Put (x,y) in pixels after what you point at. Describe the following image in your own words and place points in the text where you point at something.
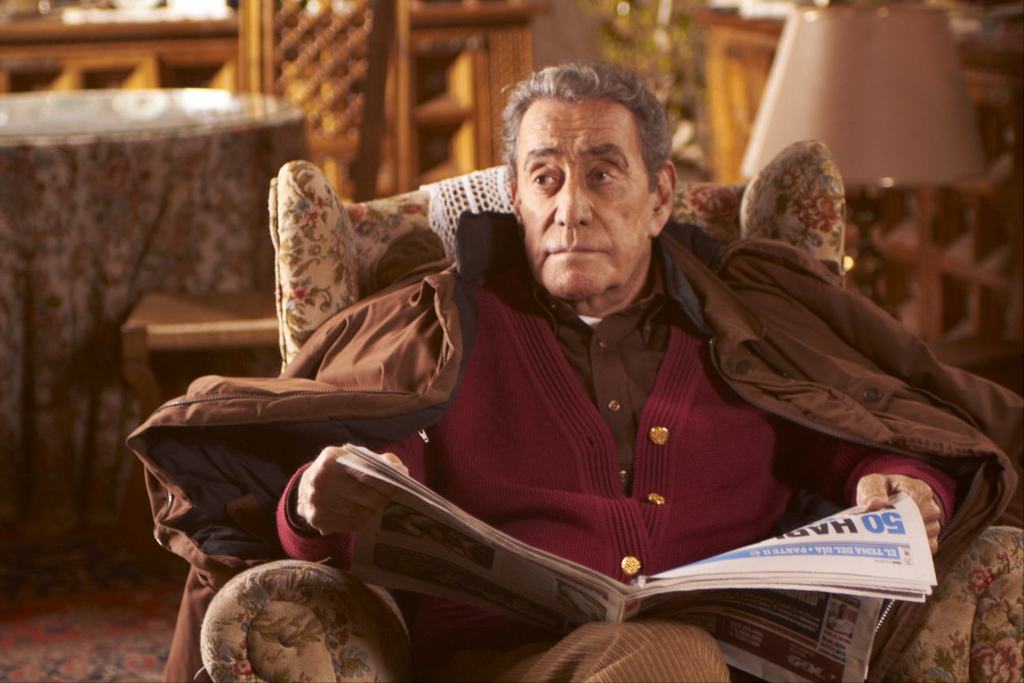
In this image we can see a man (591,274) sitting on the couch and holding newspaper (806,560) in his hands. In the background (465,142) we can see side table (163,140), cupboard (310,84) and a plant (687,74).
